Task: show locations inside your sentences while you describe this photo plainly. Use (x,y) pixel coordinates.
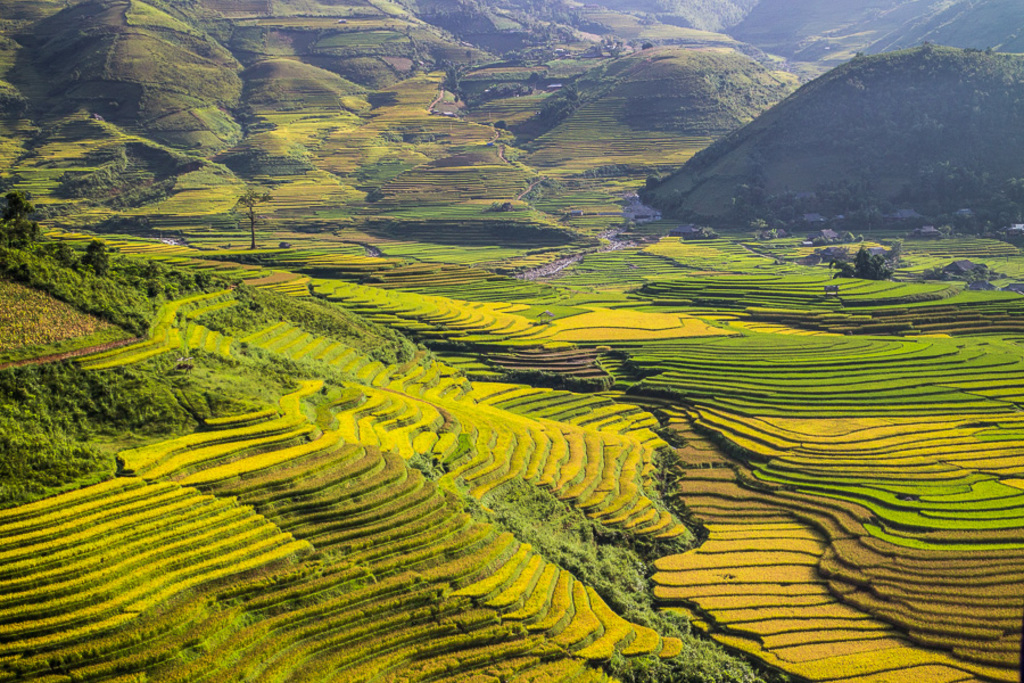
In this picture there is a green farmland (402,571). Behind there are some mountains (643,81) and trees (878,132).
